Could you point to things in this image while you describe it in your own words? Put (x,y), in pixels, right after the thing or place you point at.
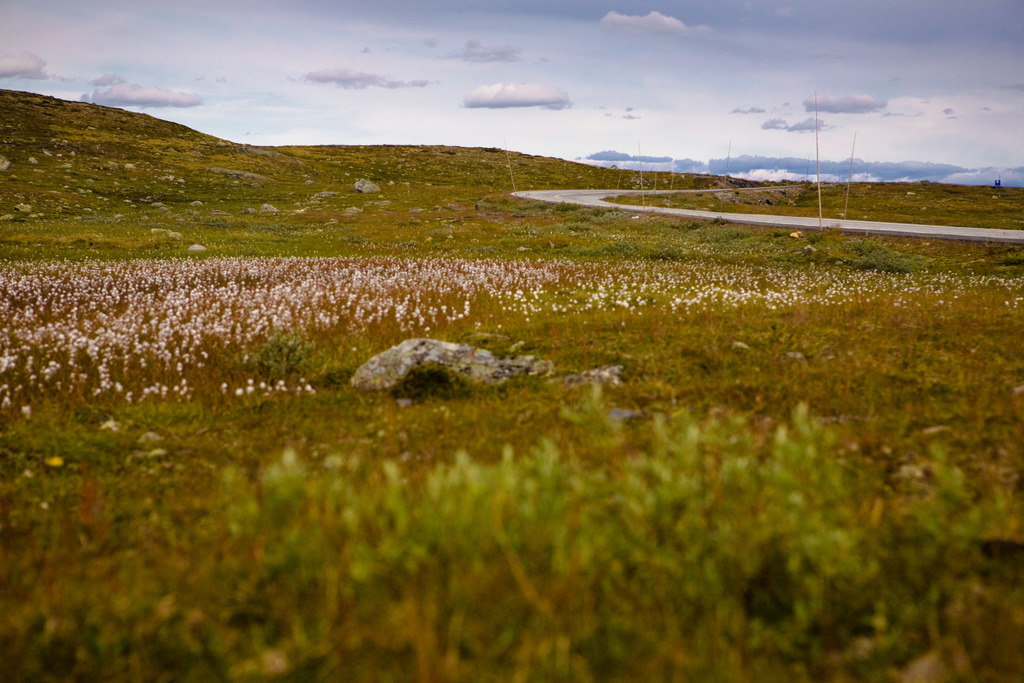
In this image, we can see plants (209,305), rocks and there are poles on the ground (560,323). At the top (734,130), there are clouds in the sky (909,144).
